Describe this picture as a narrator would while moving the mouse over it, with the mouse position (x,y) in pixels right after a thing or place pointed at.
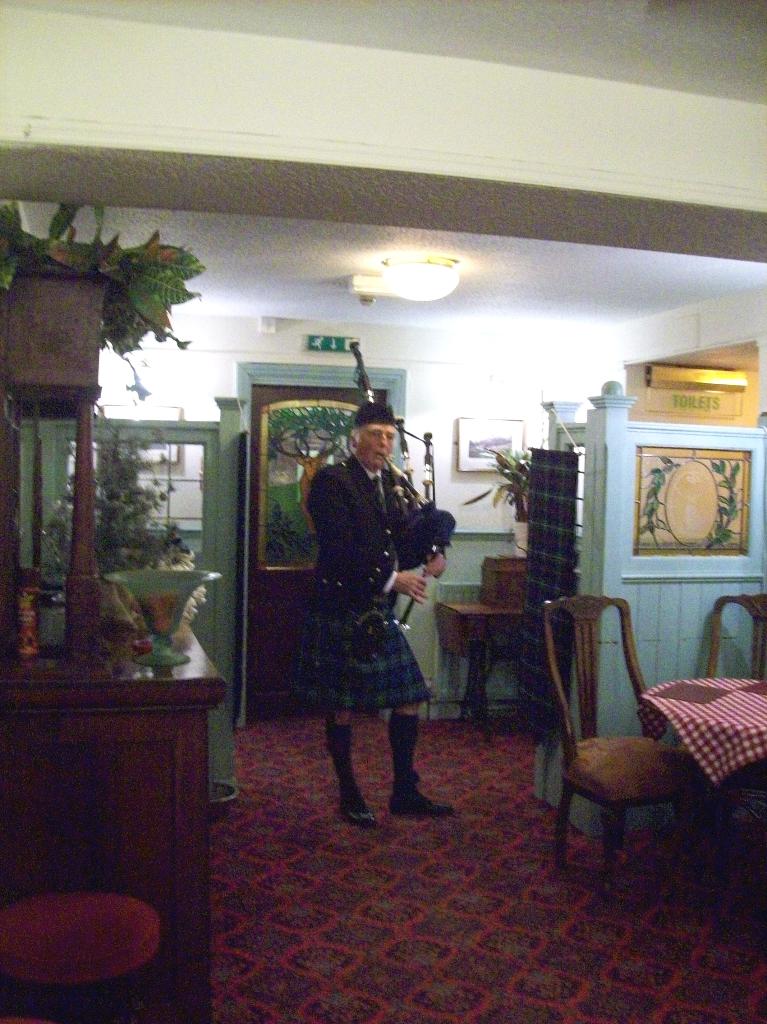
In a picture a person (395,698) is standing and wearing a different costume (375,499) and playing a musical instrument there are chairs (766,622) and tables (672,697) near to them on the table (687,679) there is a cloth (693,742) there are some house plants (21,268) on the table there is a light (407,277) on the roof (388,235).
